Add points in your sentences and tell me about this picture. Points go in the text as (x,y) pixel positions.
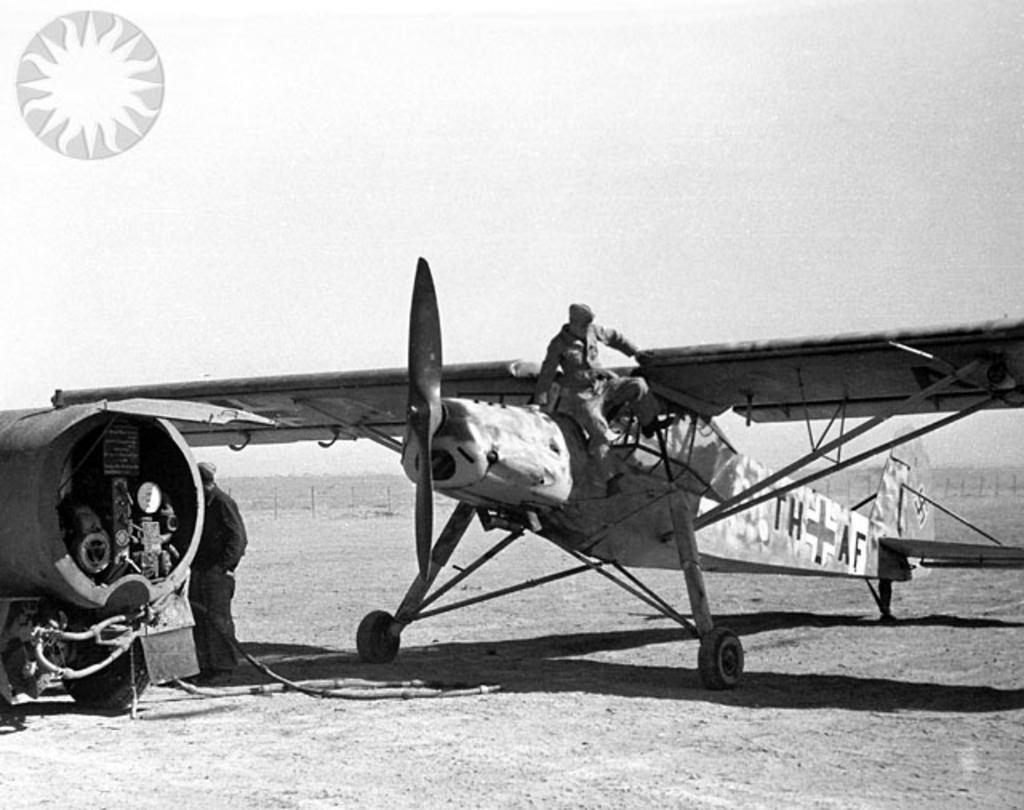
This image is a black and white image. This image is taken outdoors. At the bottom of the image (493,707) there is a ground (344,525). In the middle of the image (459,478) there is an airplane (695,566) on the ground (550,607). A man (600,417) is climbing on the airplane (658,478). On the left side of the image (8,435) there is a vehicle (113,591) on the ground (236,675) and a man (219,582) is standing on the ground (331,669).
